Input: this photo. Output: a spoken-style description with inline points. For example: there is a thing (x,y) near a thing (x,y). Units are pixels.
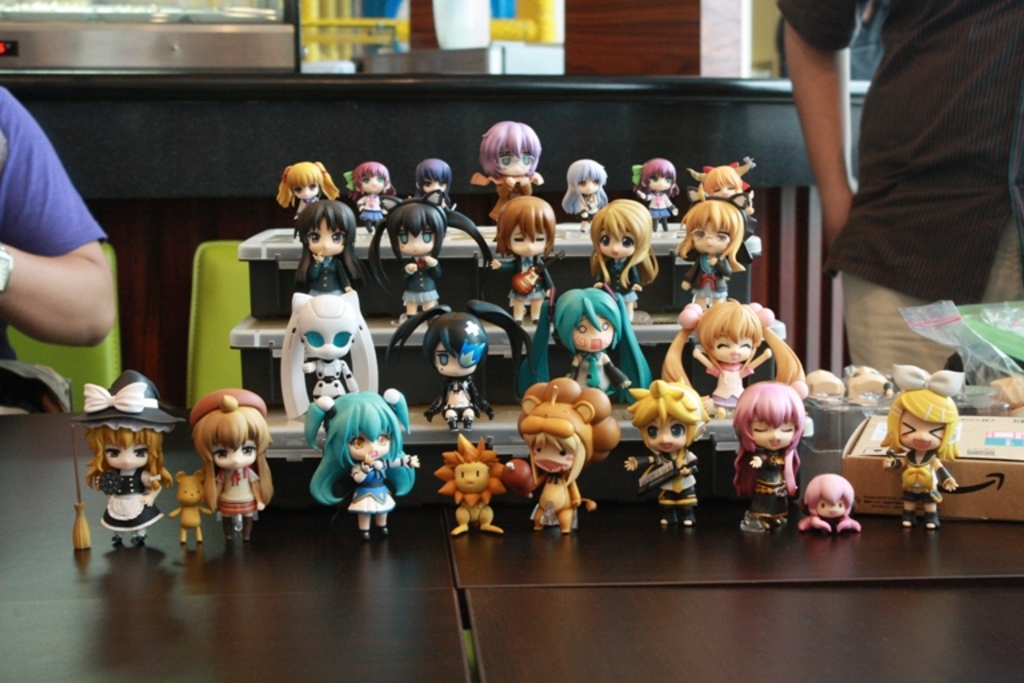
In the picture there is a collection of small toys (601,358) and there are two people (83,305) around those toys (734,270), behind the toys (291,196) there is a table (456,110).
